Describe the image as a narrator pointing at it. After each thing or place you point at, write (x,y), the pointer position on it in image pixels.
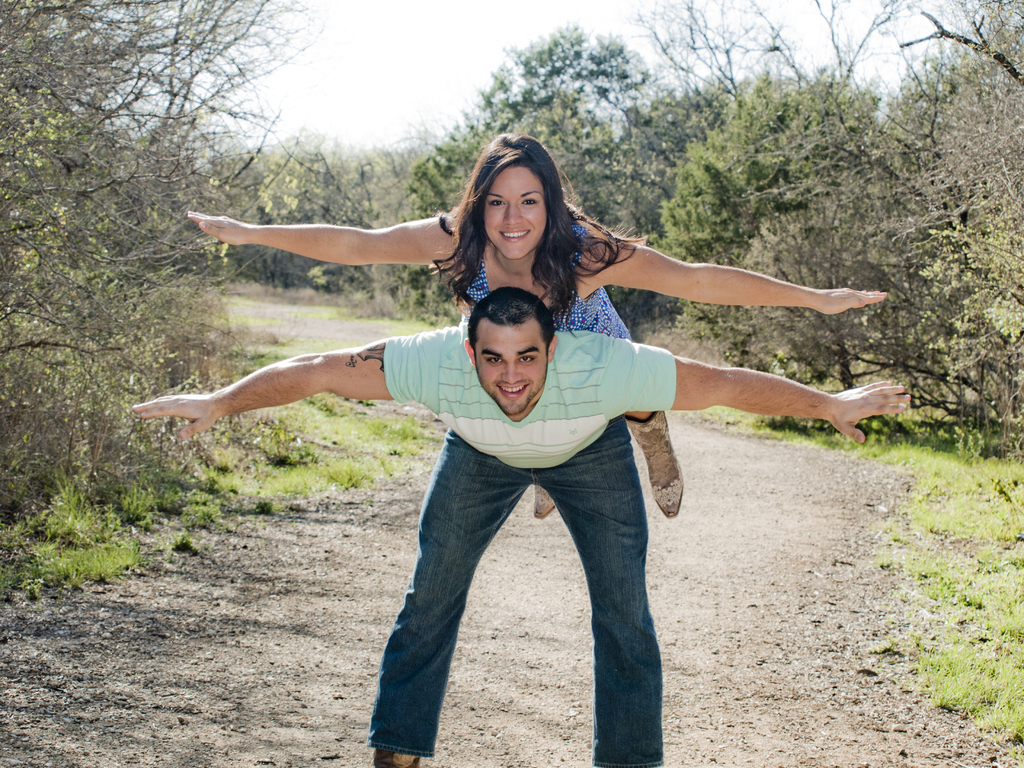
In this image we can see a woman (432,231) on a man (469,360). Behind the persons (544,394) we can see the grass (921,453) and the trees (875,351). At the top (358,66) we can see the sky (321,52).
